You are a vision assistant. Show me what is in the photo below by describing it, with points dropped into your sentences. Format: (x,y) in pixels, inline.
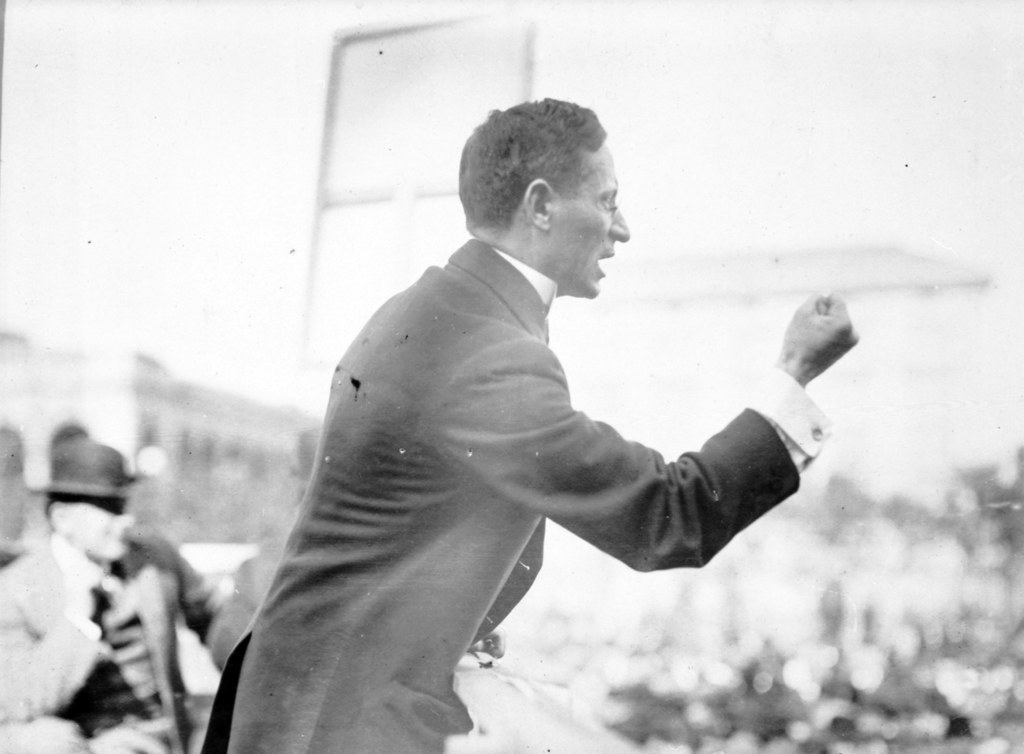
In this image I can see a person (613,532) standing and wearing blazer (465,521) and the person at left (206,604) is sitting and the image is in black and white.
